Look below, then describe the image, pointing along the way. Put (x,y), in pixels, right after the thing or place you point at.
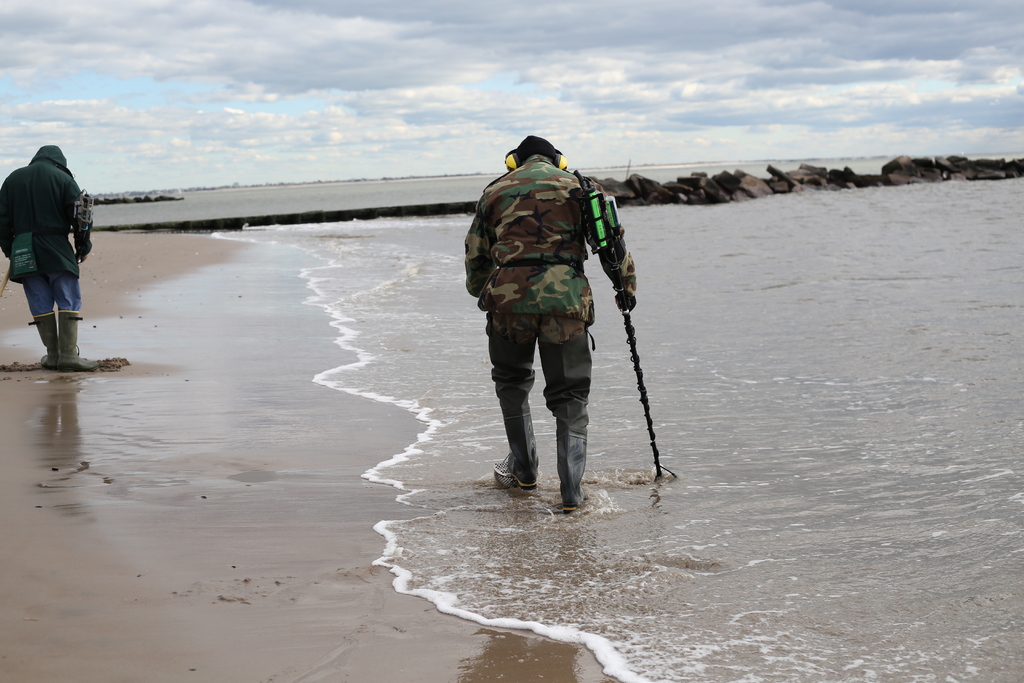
In this image we can see people (571,349) and among them one person (540,305) is holding a stick (633,367). There are rocks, water (656,374) and cloudy sky (783,61).
